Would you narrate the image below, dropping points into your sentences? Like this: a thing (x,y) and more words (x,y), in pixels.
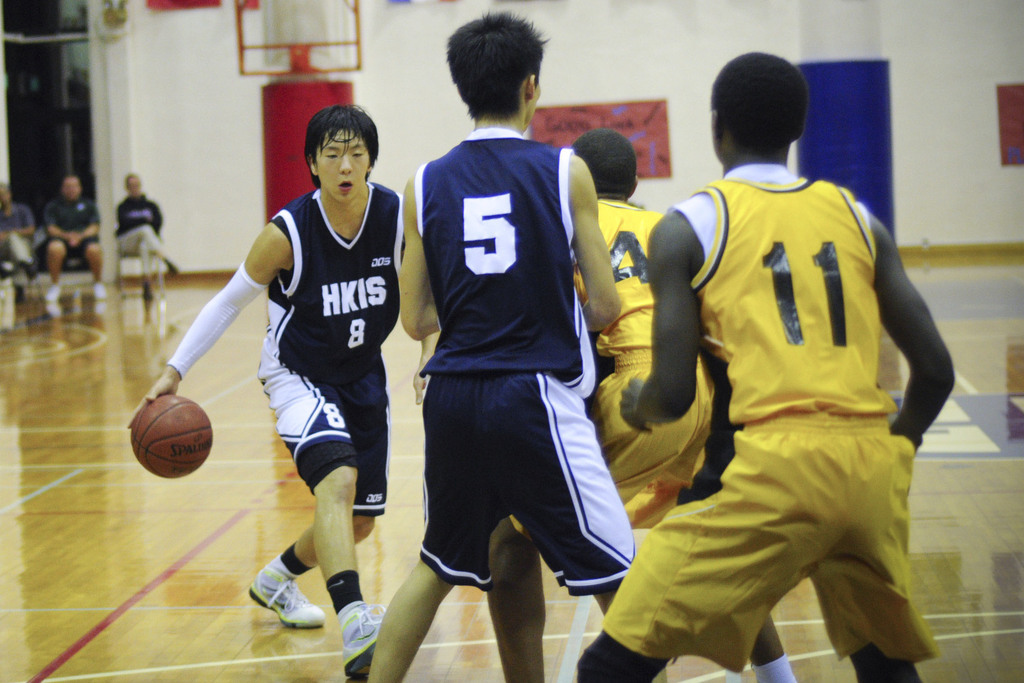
In this image I can see few men (528,276) wearing t-shirts (539,335), shorts (510,467) and playing basketball on the floor (105,574). One man (331,518) is holding a ball (170,433) in the hand (172,387). On the left side (72,238) there are few people (1,264) sitting on the chairs (77,275). In the background (569,8) there are two poles (839,112) and a wall (640,62) on which few posters (645,121) are attached.
